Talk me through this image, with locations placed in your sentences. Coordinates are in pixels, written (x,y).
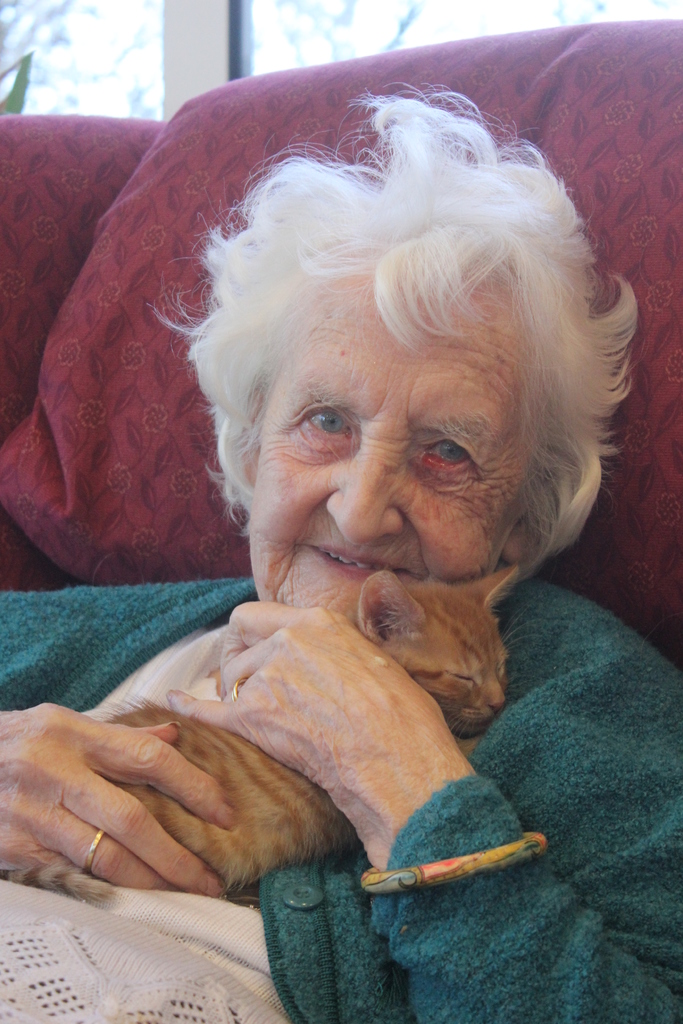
In this image i can see a old lady (303,879) holding a cat (222,867).
